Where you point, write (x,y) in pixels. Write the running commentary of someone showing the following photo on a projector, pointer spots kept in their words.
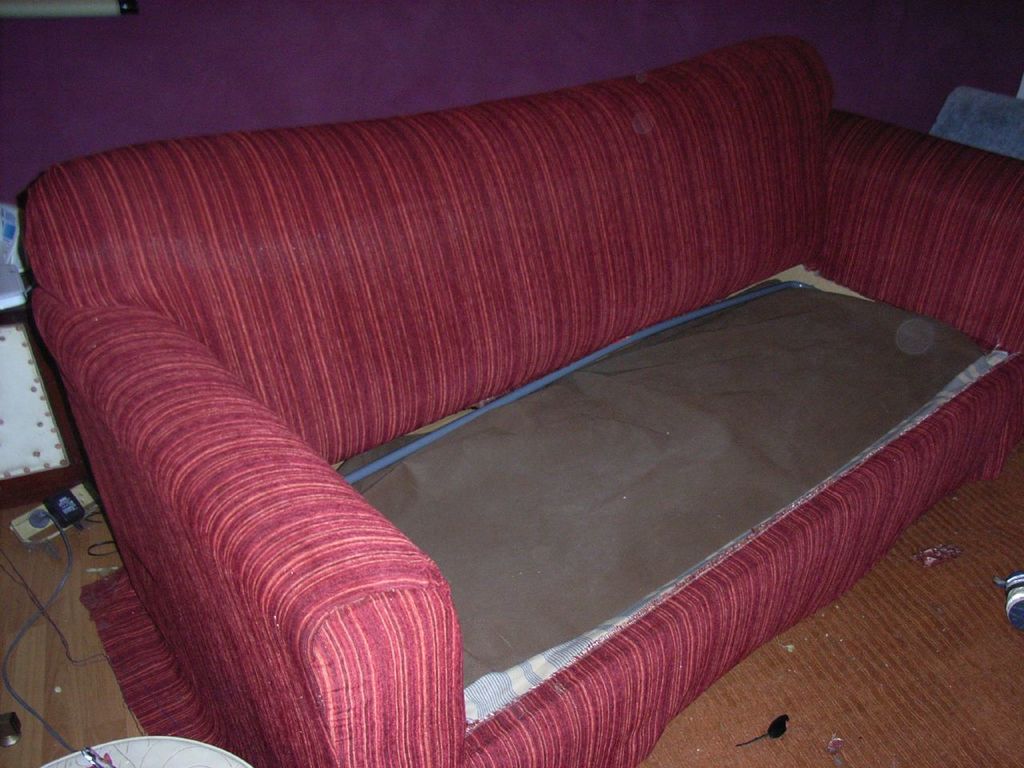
In this picture we can see a sofa (514,382). This is floor (87,712) and there is a wall (328,79).
